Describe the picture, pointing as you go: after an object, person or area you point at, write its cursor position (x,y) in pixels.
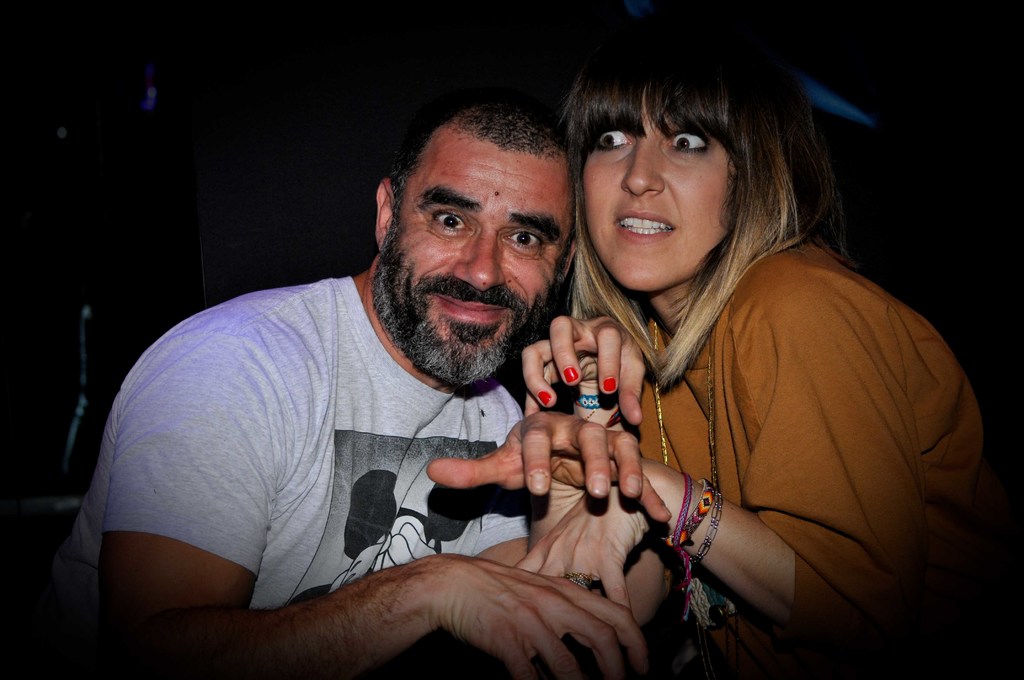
In this image we can see two persons (574,347) and the background of the image (28,192) is dark.
